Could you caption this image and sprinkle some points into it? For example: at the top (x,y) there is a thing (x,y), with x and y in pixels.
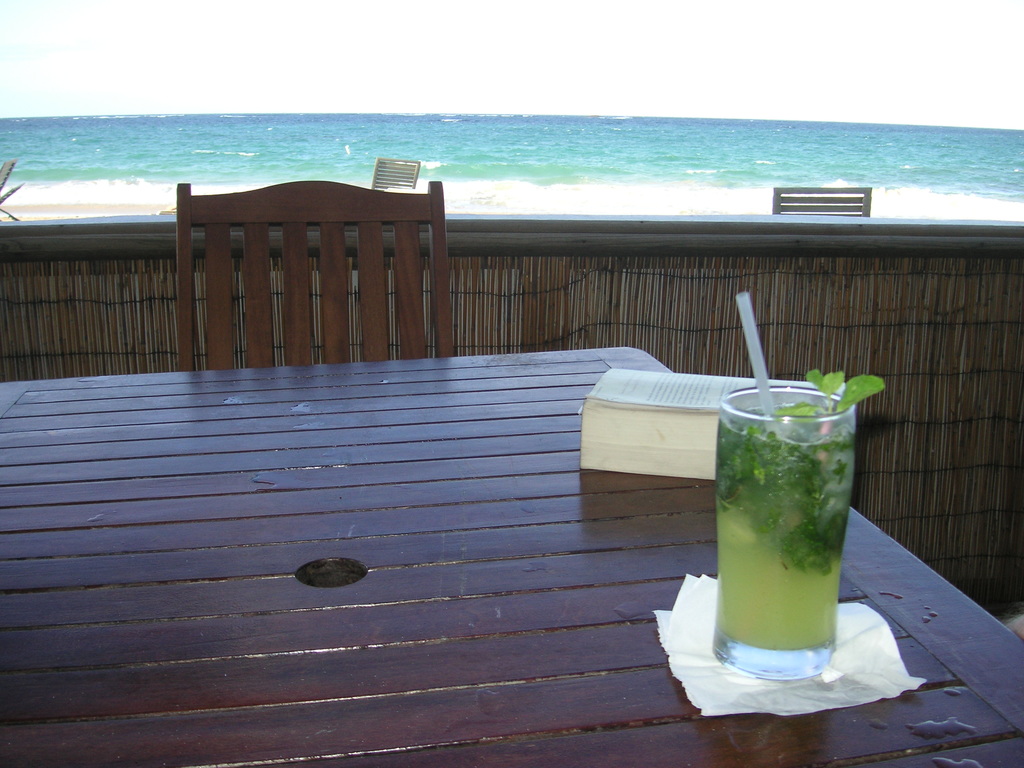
In the picture we can see a table (718,727) made up of wooden on it we can see a tissue (706,681) on that a glass (738,531) of lemon water (779,607) with leaves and straw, just beside to it there is a book (641,441) and near the table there is a chair railing (611,265), and in the background (544,141) we can see ocean water (489,147).
